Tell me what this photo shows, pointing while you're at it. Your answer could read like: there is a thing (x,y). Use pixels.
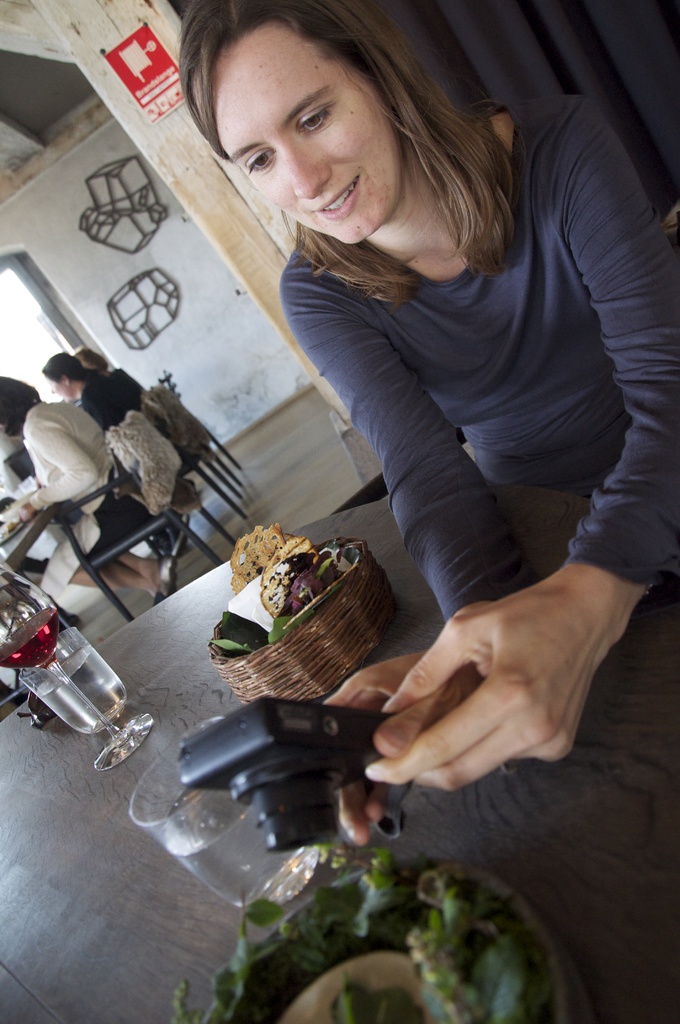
This is the woman (457,348) sitting and smiling. She is holding a camera (315,781). I can see the glasses (90,702) and the kind of bowls (295,634), which are placed on the table (128,830). On the left side of the image (104,473), I can see few people (101,409) sitting on the chairs (159,452). This looks like a wooden pillar (178,184). In the background (156,299), I think these are the objects (139,215), which are attached to the wall (182,270).
